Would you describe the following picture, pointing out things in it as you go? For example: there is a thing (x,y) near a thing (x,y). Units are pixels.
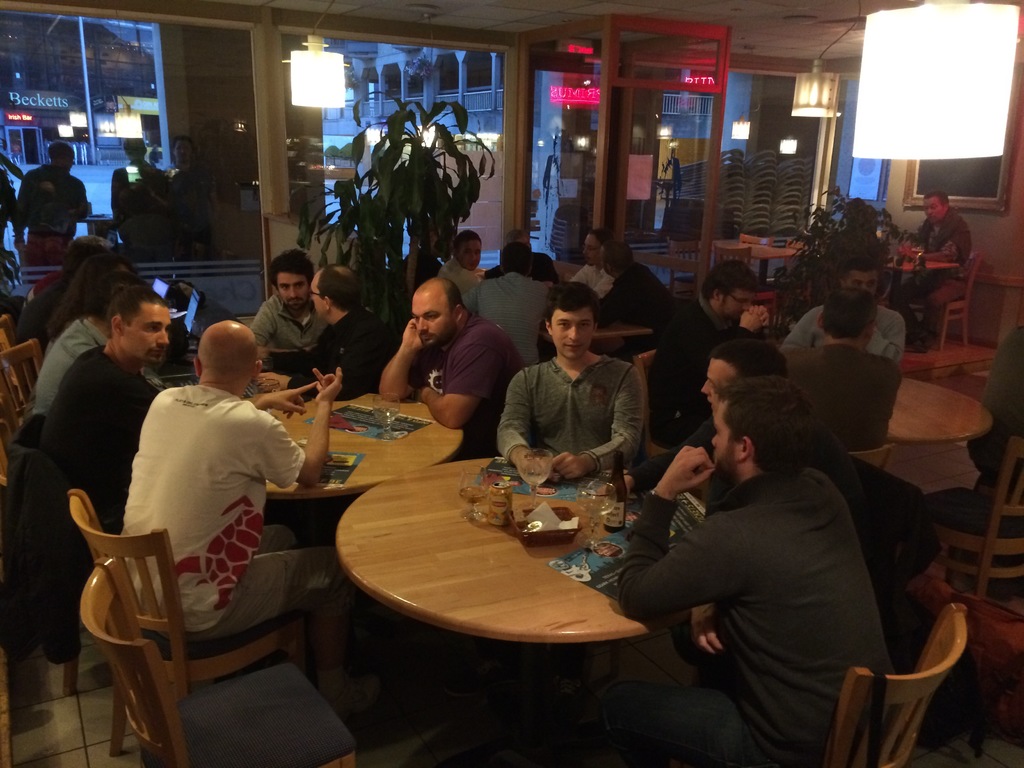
This image is clicked in a restaurant (697,408). In the middle (516,506) there is a table (478,592) on that there is a glass (536,489), bottle (610,507) tissues (567,528) and some other items (546,527). On the right (683,617) there is a man (778,646) he is sitting on the chair (914,673). In the background (876,284) there are many people (514,394) sitting on the chairs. In the background (568,218) there is a plant (413,172), light (295,67), door (564,200) and table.
